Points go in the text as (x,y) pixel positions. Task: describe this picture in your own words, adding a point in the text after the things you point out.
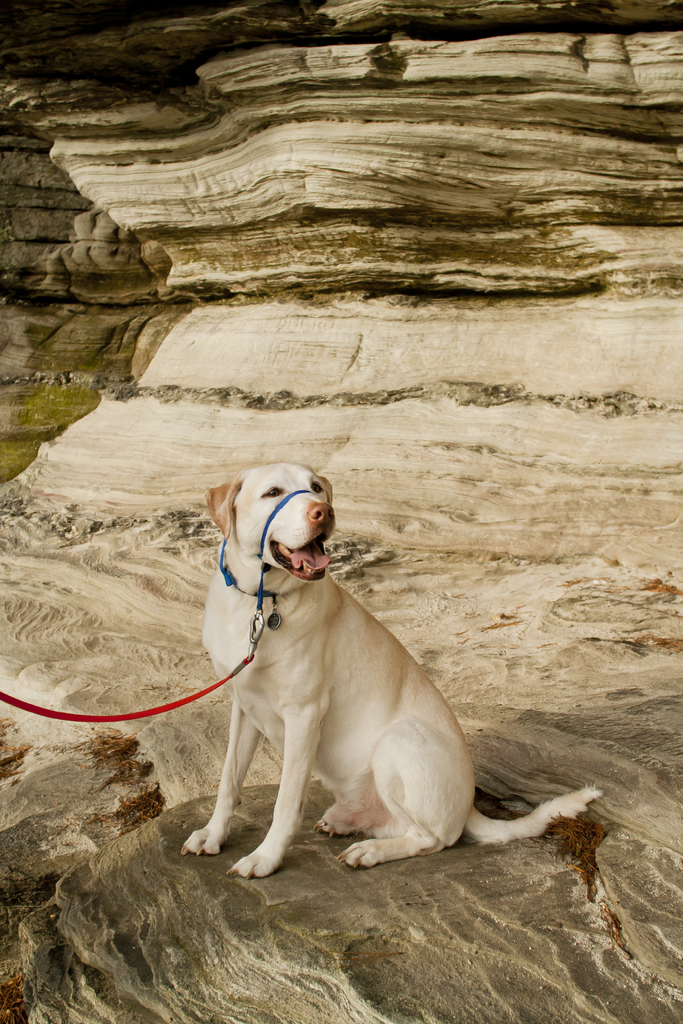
In this picture I can see a dog (433,696), on the left side (27,711) I can see the rope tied to this dog (330,652). In the background (248,150) it looks like a stone (440,292).
